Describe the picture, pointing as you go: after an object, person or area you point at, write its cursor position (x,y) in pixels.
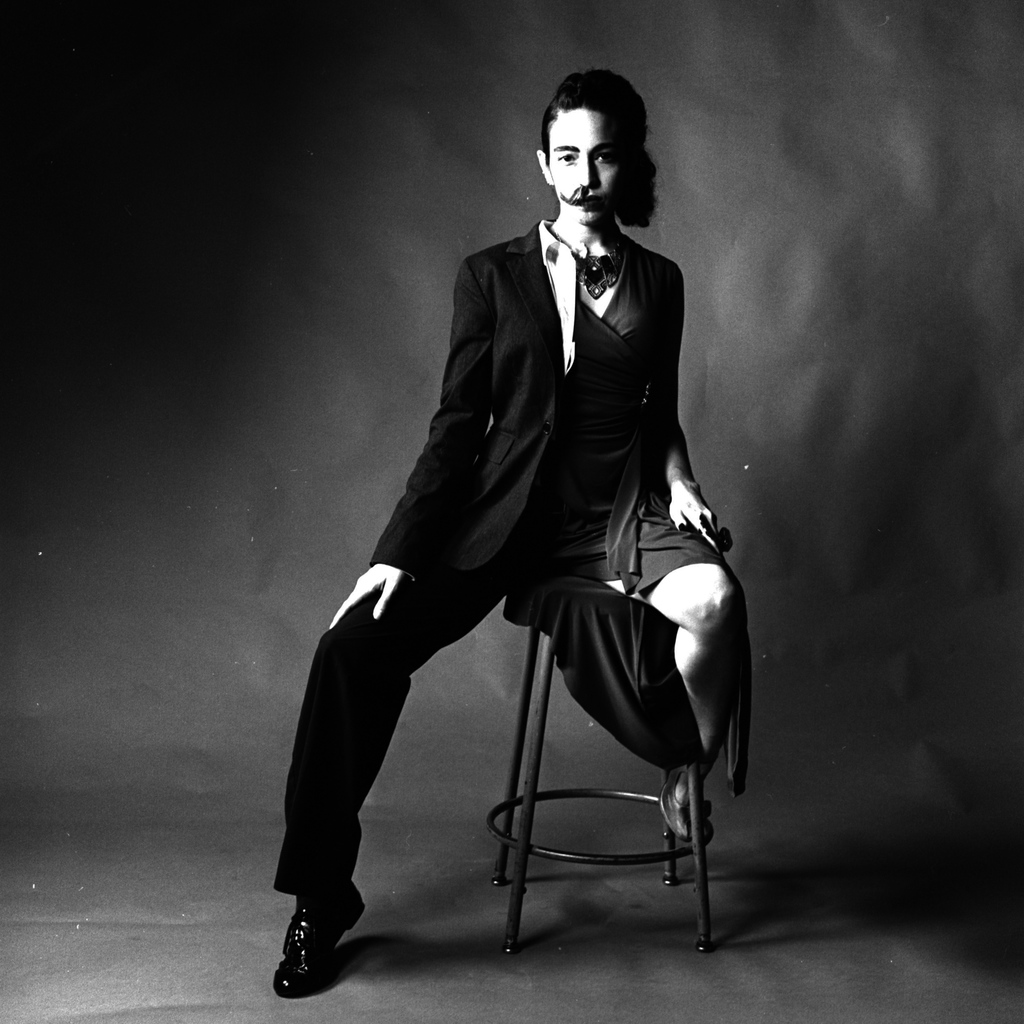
In this picture we can see a person (540,552) dressed up half as a man and half as a woman and sitting on a stool (518,914). Behind the person (505,459) there is a dark background (881,743).
